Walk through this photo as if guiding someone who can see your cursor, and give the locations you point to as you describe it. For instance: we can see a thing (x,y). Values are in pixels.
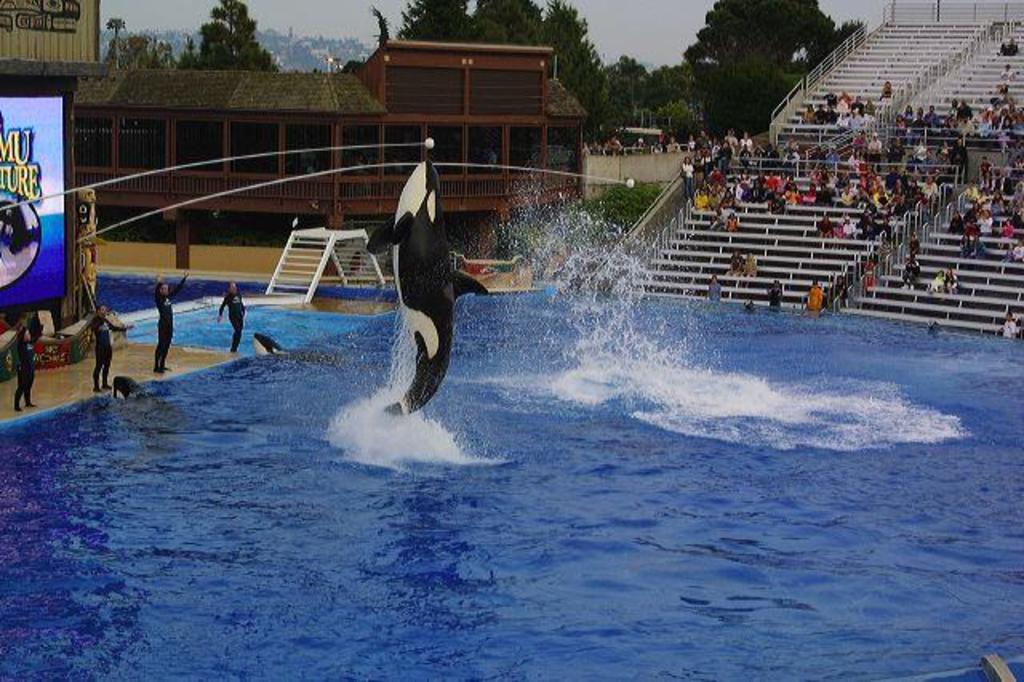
In this image there is a killer whale (425,319) in the air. Bottom of the image (334,466) there is water (580,460). Few people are standing on the floor (150,358). Left side (17,178) there is a screen (14,191). There is a metal object (320,275) on the floor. Right side (887,205) there are people (817,201) sitting on the stairs (822,207). Background (130,158) there are buildings (334,161). Behind there are trees (542,41). Top of the image (645,34) there is sky (658,40). Few people (638,150) are behind the wall (638,164).
